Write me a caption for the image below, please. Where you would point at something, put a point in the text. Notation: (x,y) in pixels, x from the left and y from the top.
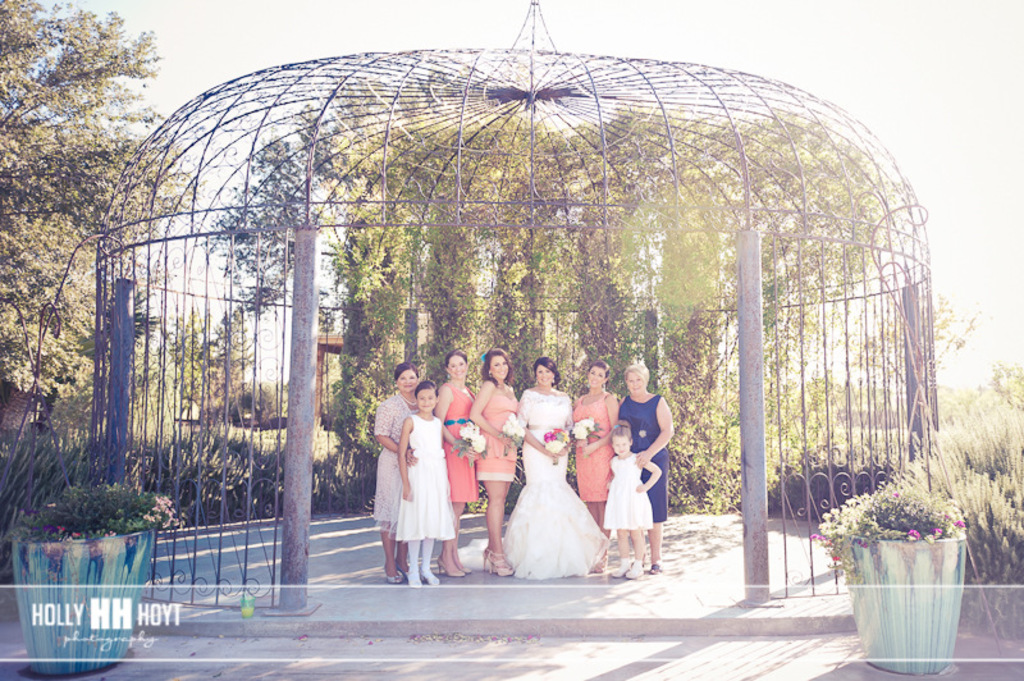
This picture describes about group of people (452,441), they are all standing, and few people (528,419) holding bouquets (505,427), beside to them we can see few metal rods (778,341) and trees (351,329), at the left bottom of the image (76,610) we can see watermark (102,612).
